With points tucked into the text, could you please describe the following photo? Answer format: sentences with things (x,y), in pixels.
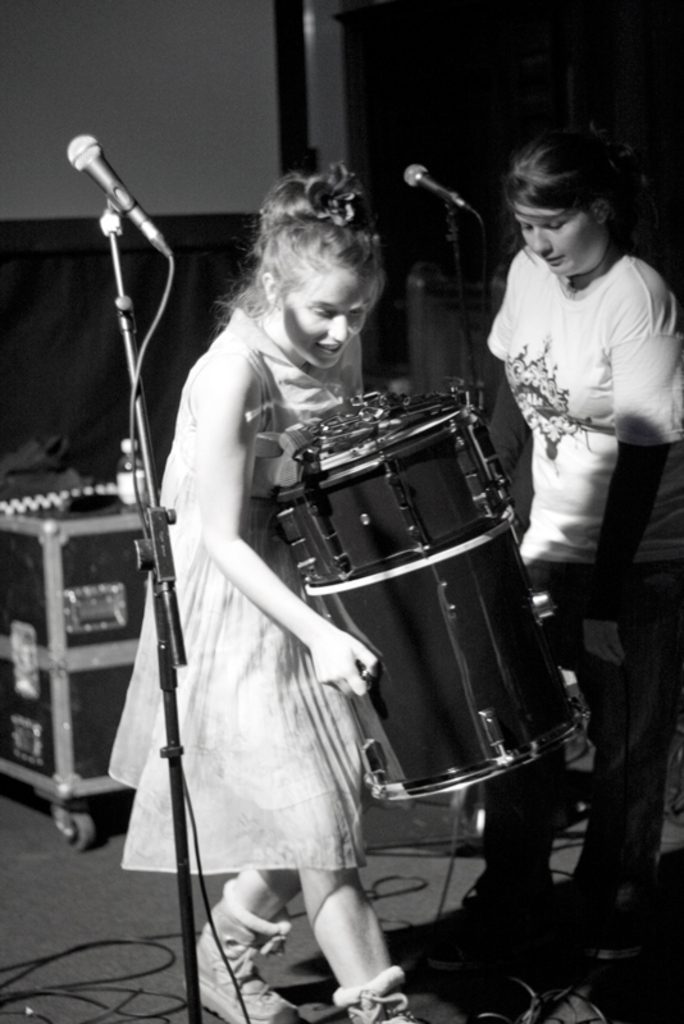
This is a black and white image where we can see one girl (297,385) is holding an object (450,578) in her hand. On the right side of the image (627,561), we can see one more girl (648,381). In the background (31,625), we can see a stand (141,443), mic (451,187), object (29,638), board (262,102) and curtain (112,369). In the foreground of the image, we can see a stand (179,829), mic (150,219) and wires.
